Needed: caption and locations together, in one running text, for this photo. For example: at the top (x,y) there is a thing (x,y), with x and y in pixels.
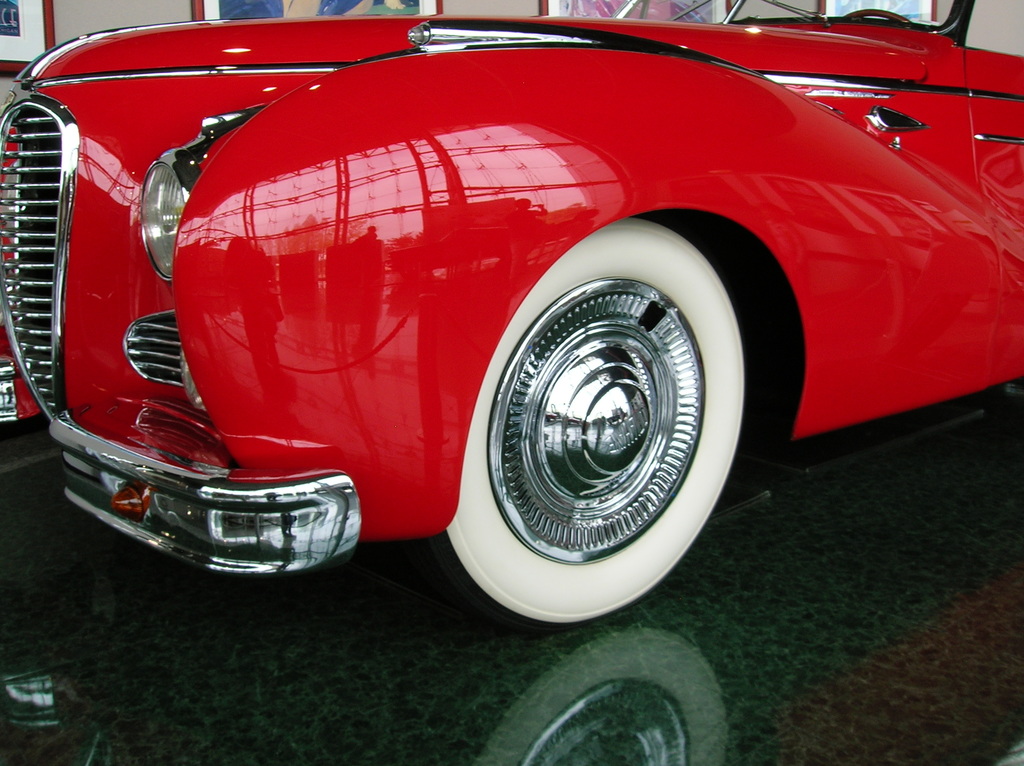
In this picture there is a red color vehicle (507,202) which has a white color tire (602,563) to it and there are few photo frames (255,6) attached to the wall (178,12) in the background (689,2).
